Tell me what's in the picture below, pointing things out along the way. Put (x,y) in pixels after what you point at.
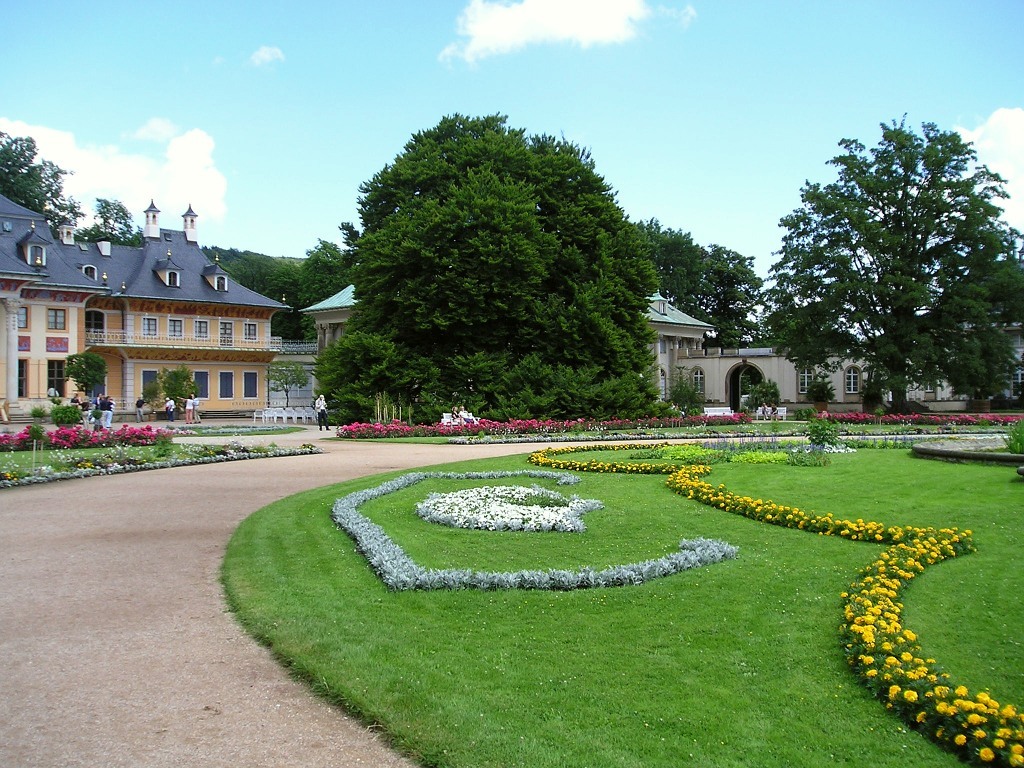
In this image in the front (540,549) there's grass (561,562) on the ground (728,632) and there are flowers (867,645) on the grass (650,510). In the background (305,451) there are trees (430,342), buildings (302,356), persons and flowers (369,424) and the sky (587,149) is cloudy.
